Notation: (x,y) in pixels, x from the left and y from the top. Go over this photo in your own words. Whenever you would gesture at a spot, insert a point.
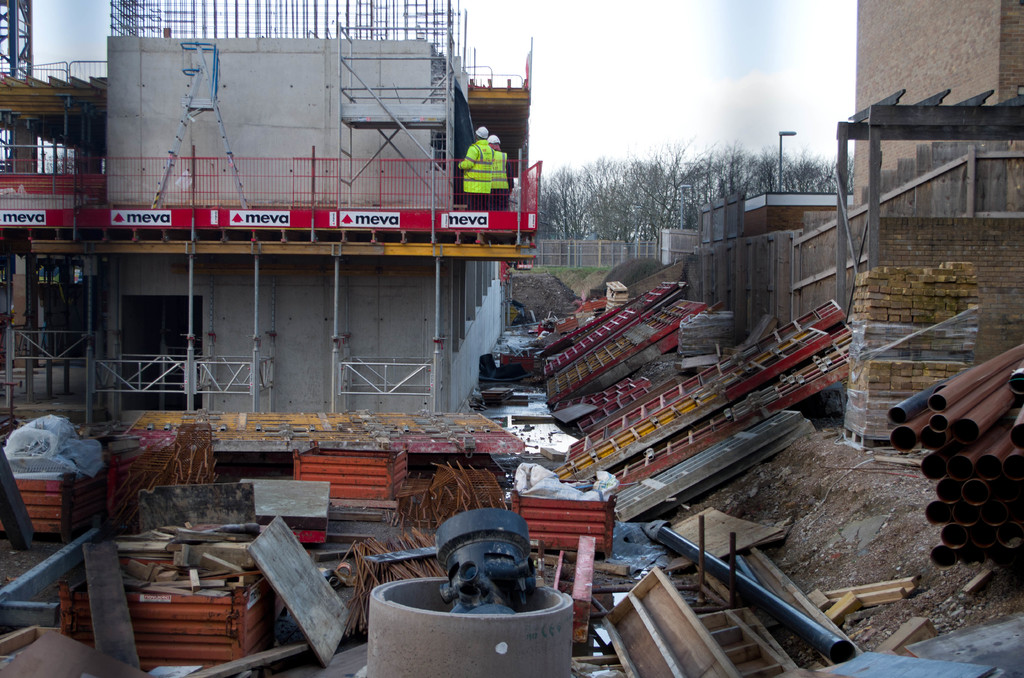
This is a building (298,299), which is under construction. These are the kind of barricades (373,198), which are red in color. I can see two people (492,161) standing. These are the panels (591,440), pipes (958,461), wooden objects (717,617) and few other materials (380,565). In the background (578,220), I can see the trees (640,178). On the right side of the image (896,77), I think this is a building wall (943,70). Here is the sky (621,77).
